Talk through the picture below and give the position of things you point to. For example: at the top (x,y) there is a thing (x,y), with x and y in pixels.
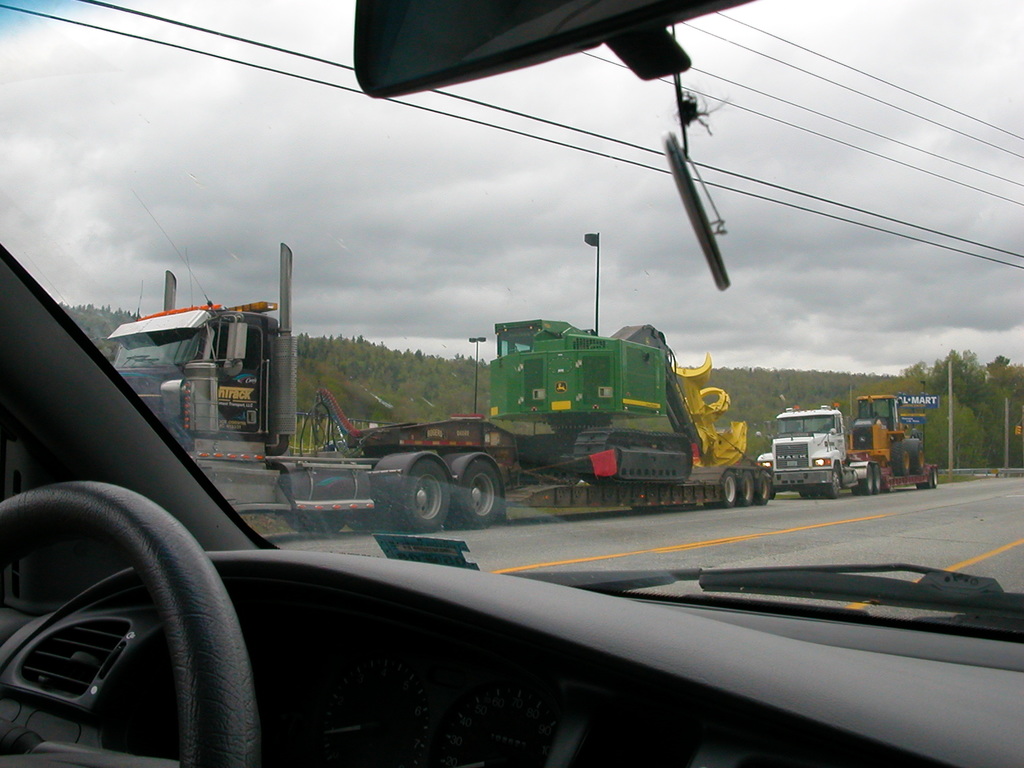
This picture is an inside view of a vehicle (368,567). Through glass (480,400) we can see some vehicles (828,434), trees (942,452), electric light poles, wires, road (942,501), board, clouds (578,240) are present in the sky (689,260). At the bottom left corner (14,514) we can see steering (196,544). At the top of the image (519,39) we can see a mirror (514,67).
